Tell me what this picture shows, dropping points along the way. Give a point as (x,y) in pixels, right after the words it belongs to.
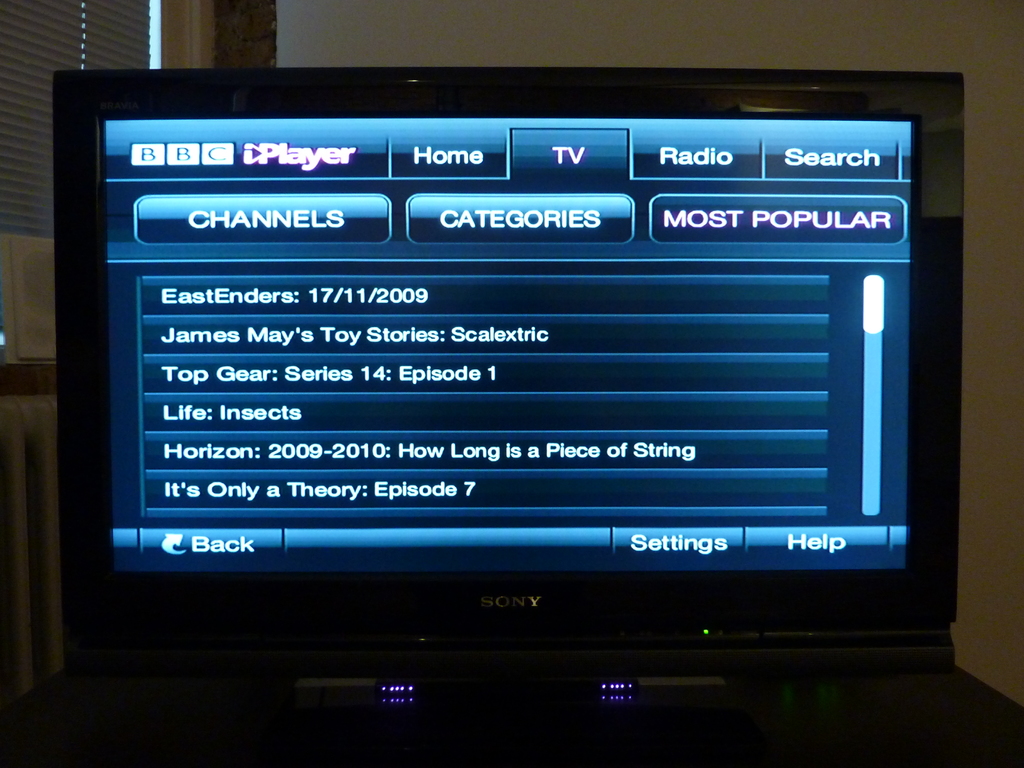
We can see screen (470,452), in this screen (545,449) we can see some information (633,540). In the background (646,22) we can see wall (689,51).
